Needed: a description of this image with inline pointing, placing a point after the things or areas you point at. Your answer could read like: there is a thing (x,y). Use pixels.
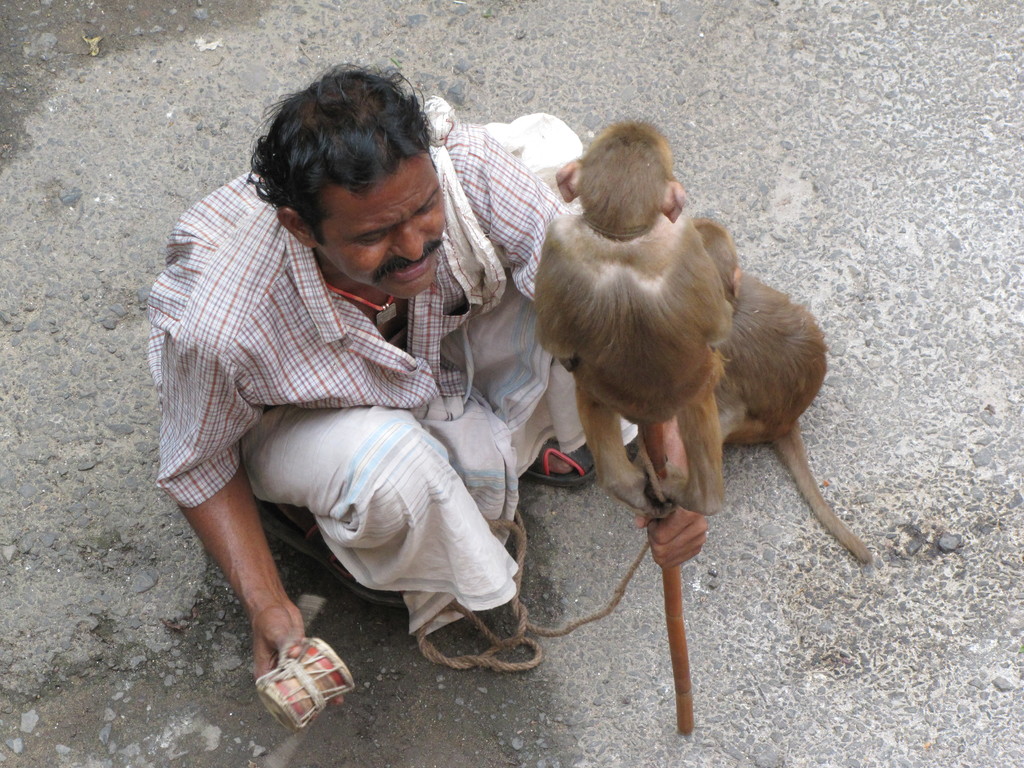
In this image I can see a man (435,292) is sitting on the ground (631,606) and holding stick (675,597) in his hand (681,551). I can also see two monkeys (685,350).
